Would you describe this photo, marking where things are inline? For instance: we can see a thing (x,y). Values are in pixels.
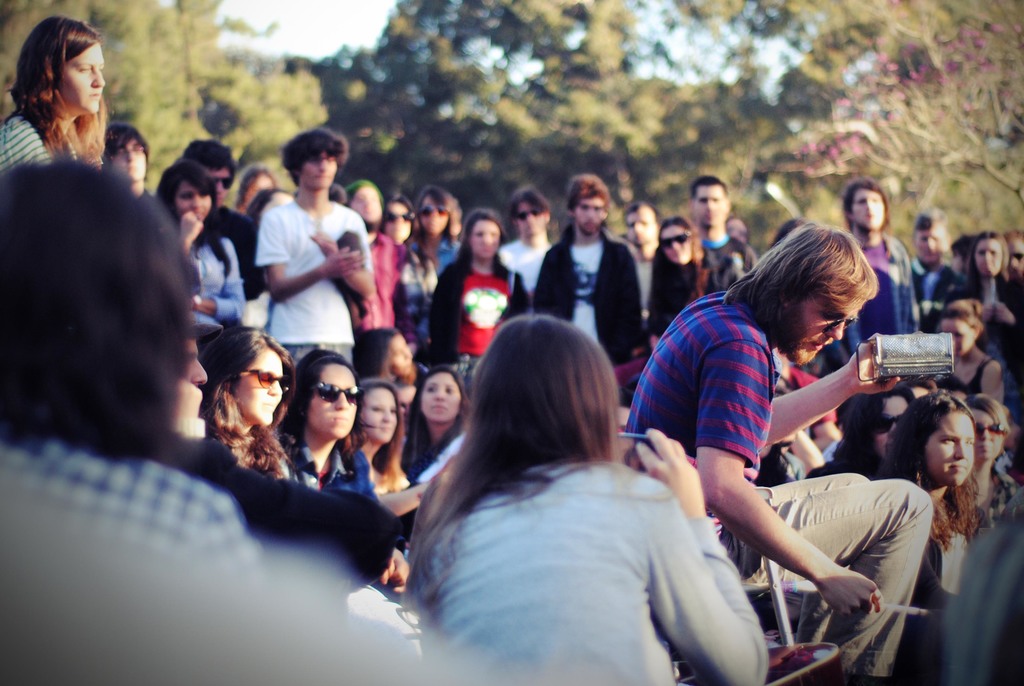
At the bottom of the picture (436,514), we see people (568,420) sitting. Behind them, there are many people (515,260) standing. The man (696,362) in blue T-shirt (690,405) is holding something in his hand (849,394). There are trees (487,138) in the background (500,115). At the top of the picture (270,42), we see the sky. This picture is clicked outside the city.
